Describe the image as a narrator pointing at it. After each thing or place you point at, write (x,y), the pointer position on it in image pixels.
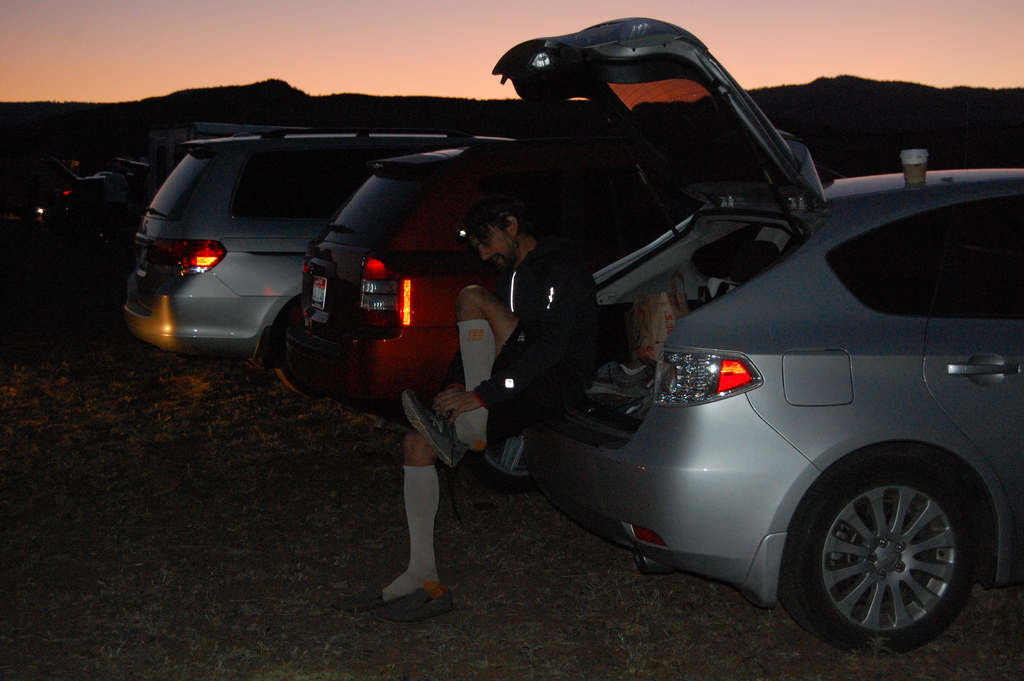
In this image there is a man (510,355) who is sitting near the backside of the car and wearing the shoes (455,461). Behind the car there are few other cars (252,190) parked on the ground (209,455). At the top (326,23) there is the sky (278,33). On the car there is a cup (911,170).
